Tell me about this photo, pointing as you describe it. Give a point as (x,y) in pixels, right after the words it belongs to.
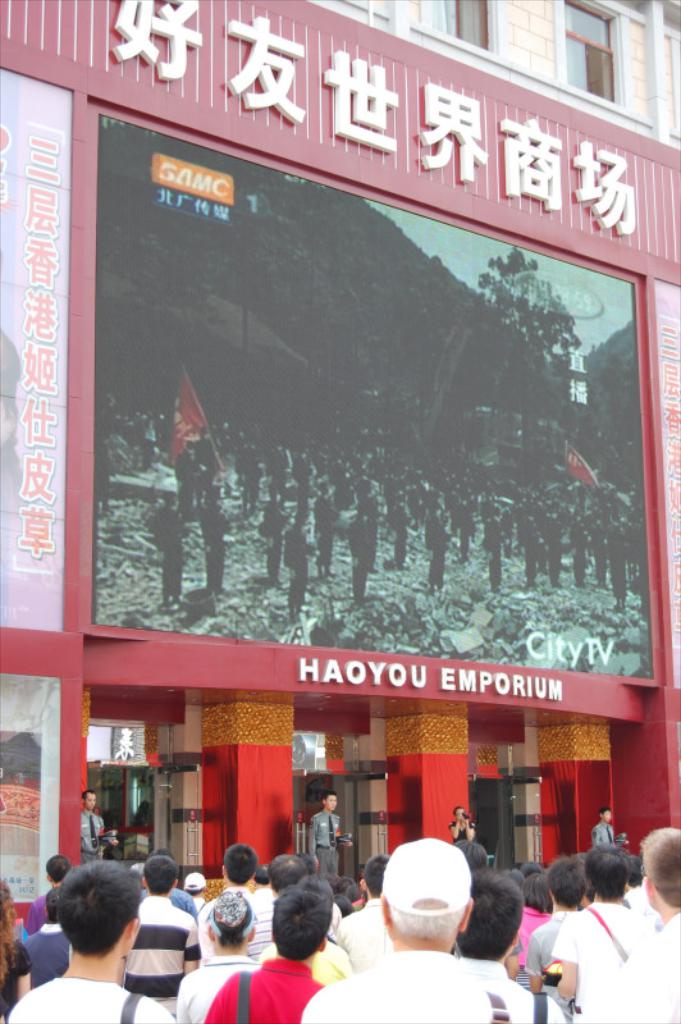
At the bottom (68,1004) we can see many peoples (68,954) were watching the screen (428,416). In that screen (466,417) we can see the soldiers (356,556) were standing and some peoples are holding the flag (577,475). In the screen (394,333) we can see the mountain (400,326), trees (550,358) and sky (568,284). At the top (596,15) we can see the building (650,267) and windows (584,59).
